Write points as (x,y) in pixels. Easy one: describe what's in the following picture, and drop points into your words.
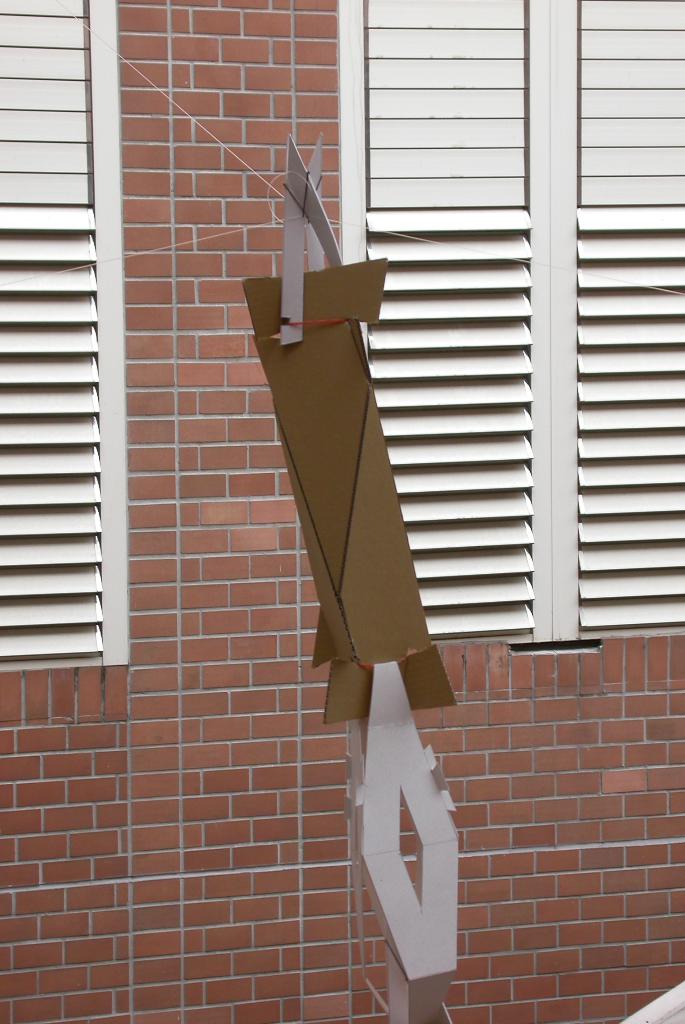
This image is taken outdoors. In the background (216,815) there is a wall (152,219) with window blinds (39,372) and windows (452,320). In the middle of the image (303,531) there is a cardboard piece (334,419).
